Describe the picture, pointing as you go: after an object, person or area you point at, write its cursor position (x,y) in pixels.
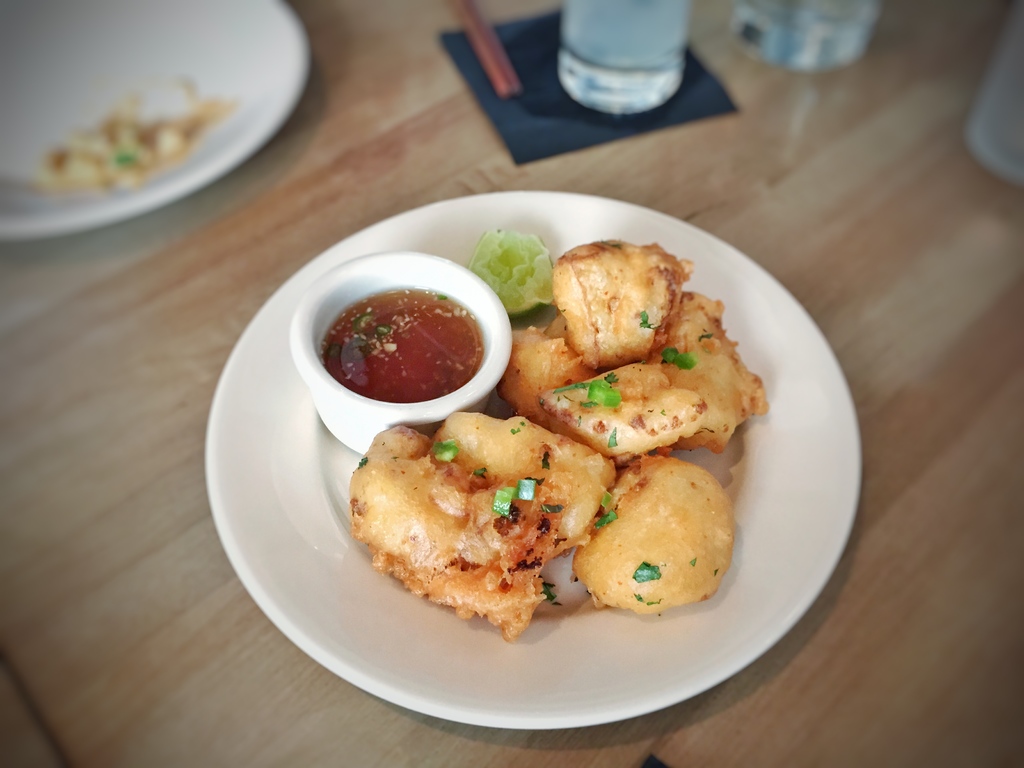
In this picture we can see food (527,445) in the plate (469,468), beside to the plate (469,468) we can find few glasses (628,50) on the table (836,236).
